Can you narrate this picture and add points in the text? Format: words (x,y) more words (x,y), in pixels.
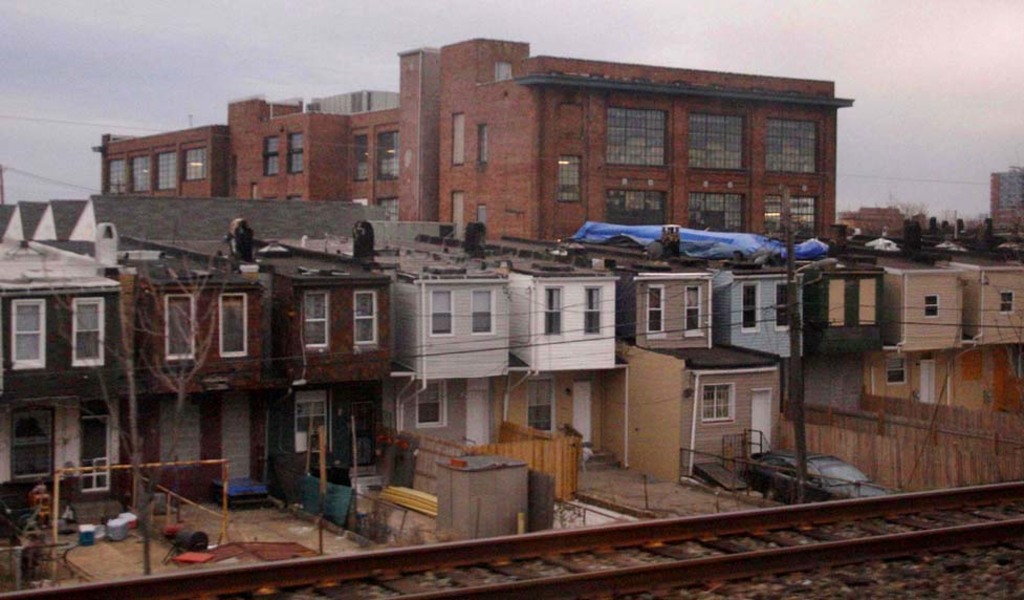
In this image, we can see buildings (516,410), trees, poles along with wires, there is a tank (466,479) and a car (779,482) and we can see some other objects (325,501). In the front (760,561), we can see a track (731,565). At the top (775,33), there is sky (765,33).
